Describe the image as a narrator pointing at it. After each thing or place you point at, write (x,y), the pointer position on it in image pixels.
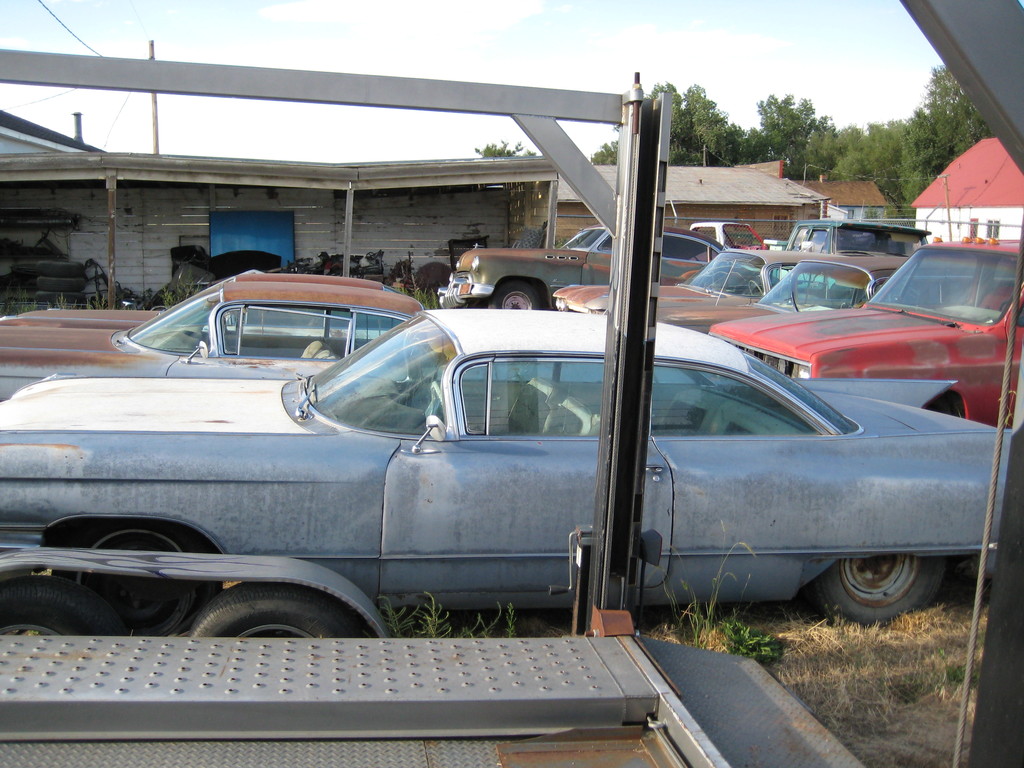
In this image there are a few vehicles (810,580) parked on the surface (877,651) of the grass (908,734). In the background (318,239) it seems like a shed (396,230), there are few objects (178,255) arranged, a few houses (1010,212), trees (851,150) and the sky (485,61).
